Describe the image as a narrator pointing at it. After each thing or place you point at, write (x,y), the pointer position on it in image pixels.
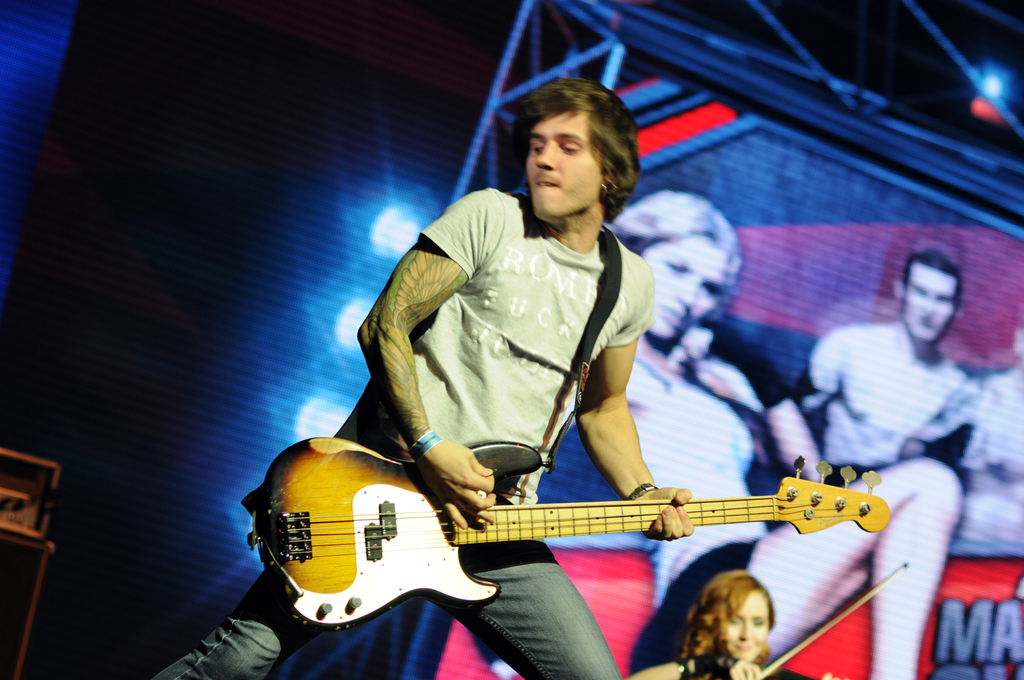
There is a person (549,370) in grey color t-shirt (548,336) holding and playing guitar (359,542). In the background (840,426), there is a woman (718,642) playing violin (812,636), hoarding (842,274), light (315,413) and other items (31,498).
